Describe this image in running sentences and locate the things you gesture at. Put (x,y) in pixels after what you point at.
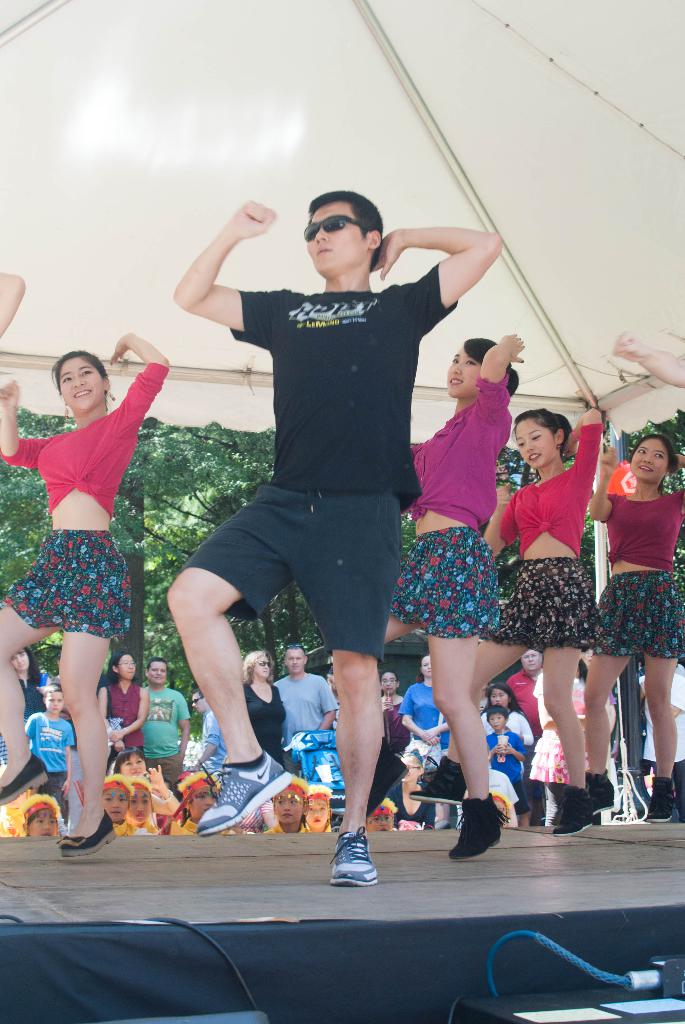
In this image we can see a few people (267,552), among them some people (336,685) are dancing on the stage (412,842), we can see a table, on the table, we can see papers (621,1006) and an object (575,965), in the background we can see some trees (170,501).
